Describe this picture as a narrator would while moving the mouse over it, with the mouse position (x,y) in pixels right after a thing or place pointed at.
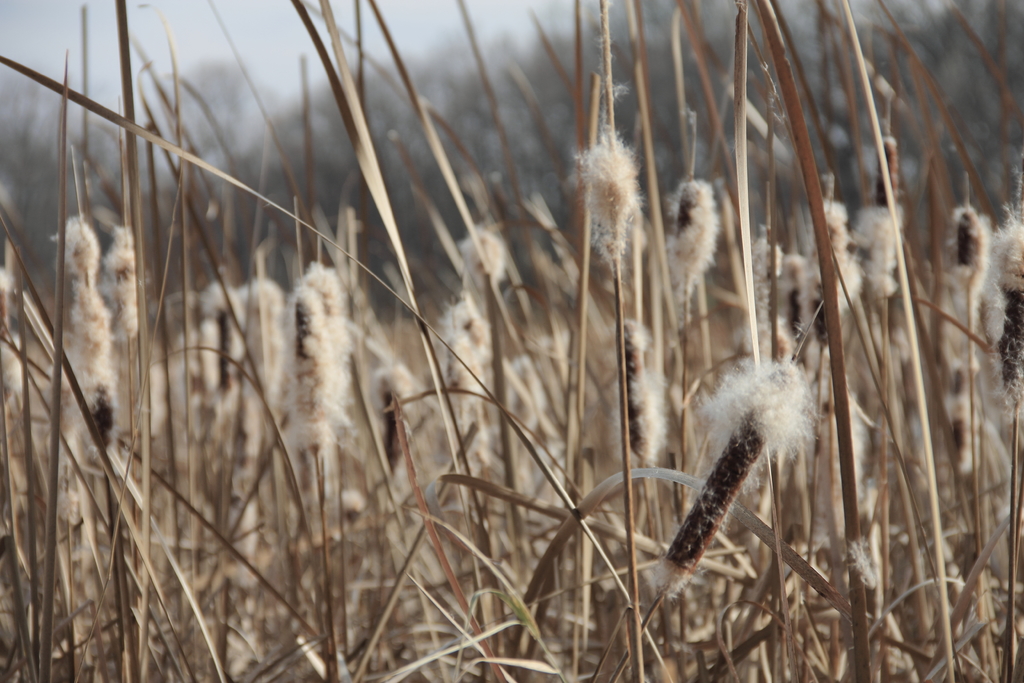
In this image I can see few cattail plants (642,467). They are in brown color. Back Side the sky (277,75) is in white color.
